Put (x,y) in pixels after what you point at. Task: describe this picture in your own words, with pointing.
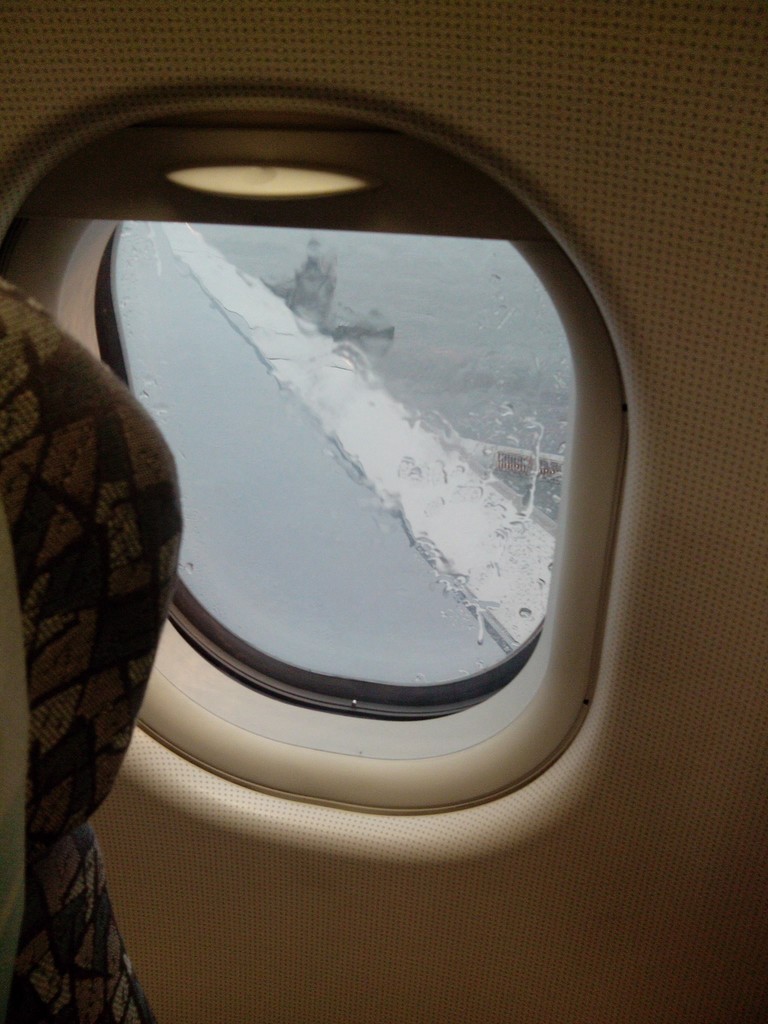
In this image we can see a seat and a window (456,785) of a vehicle (407,789).
